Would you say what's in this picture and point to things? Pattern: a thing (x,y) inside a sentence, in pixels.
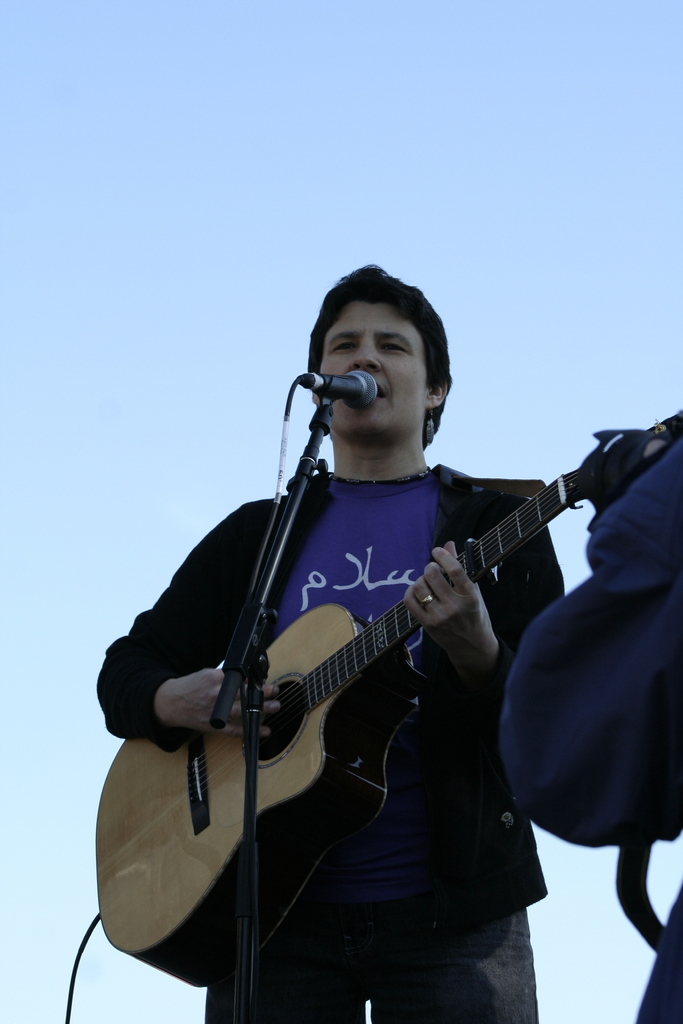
In the picture a person (325,515) is standing in front of a microphone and singing he is also playing guitar (364,735) there is a clear sky (278,185).
